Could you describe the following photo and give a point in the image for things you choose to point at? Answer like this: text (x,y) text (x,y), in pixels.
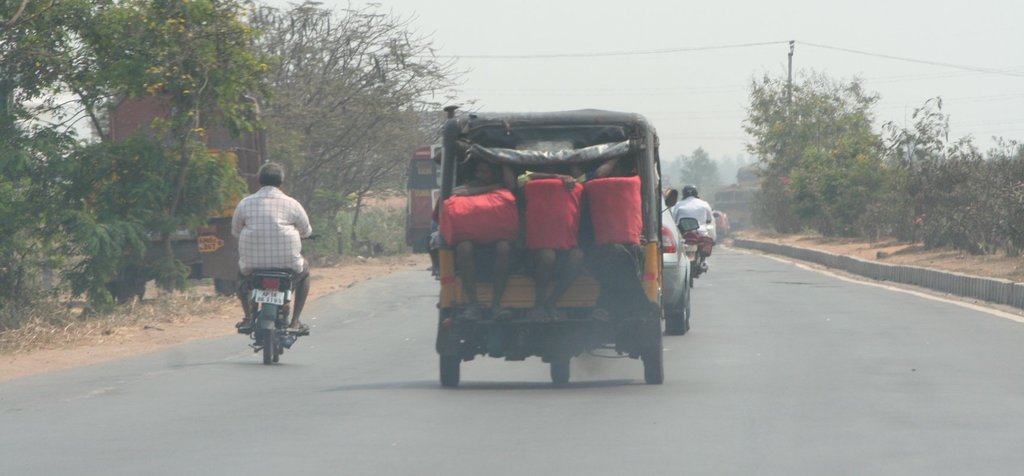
In the image we can see there are vehicles (658,267) on the road (801,363). There are even people (262,251) wearing clothes (604,253), here we can see trees (842,185), grass (57,328), electric wires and the sky (601,20).
